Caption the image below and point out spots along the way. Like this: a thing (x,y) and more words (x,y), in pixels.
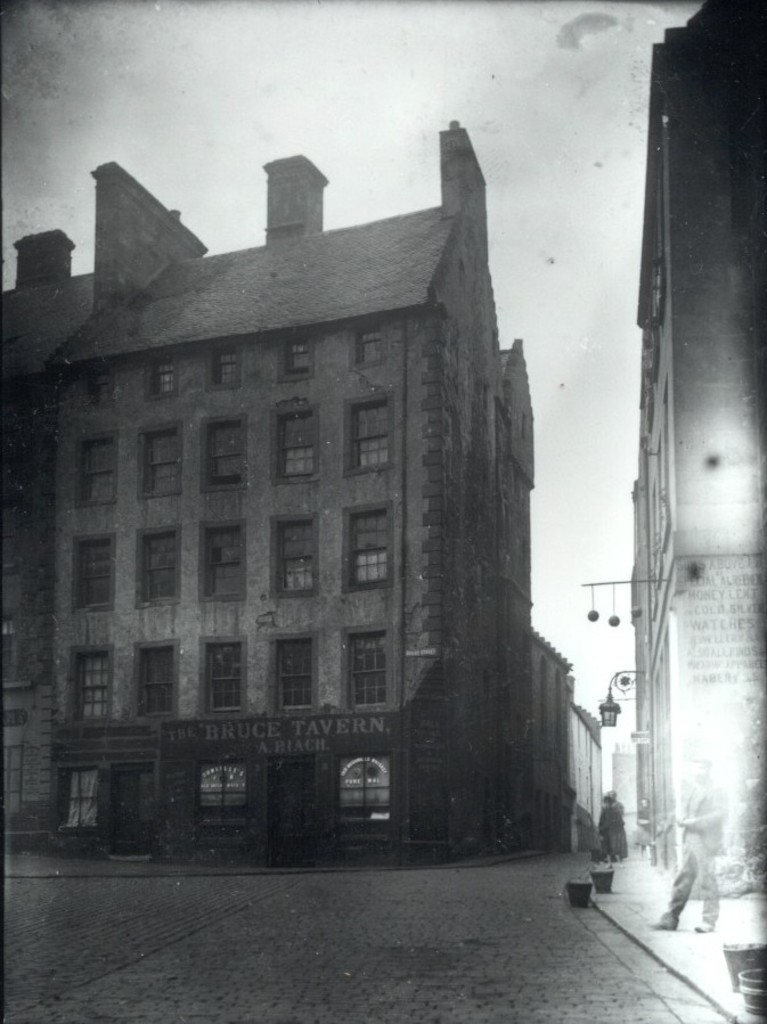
There are building (374,484) with the windows (374,532), this is road (520,895) and a sky (411,122).
